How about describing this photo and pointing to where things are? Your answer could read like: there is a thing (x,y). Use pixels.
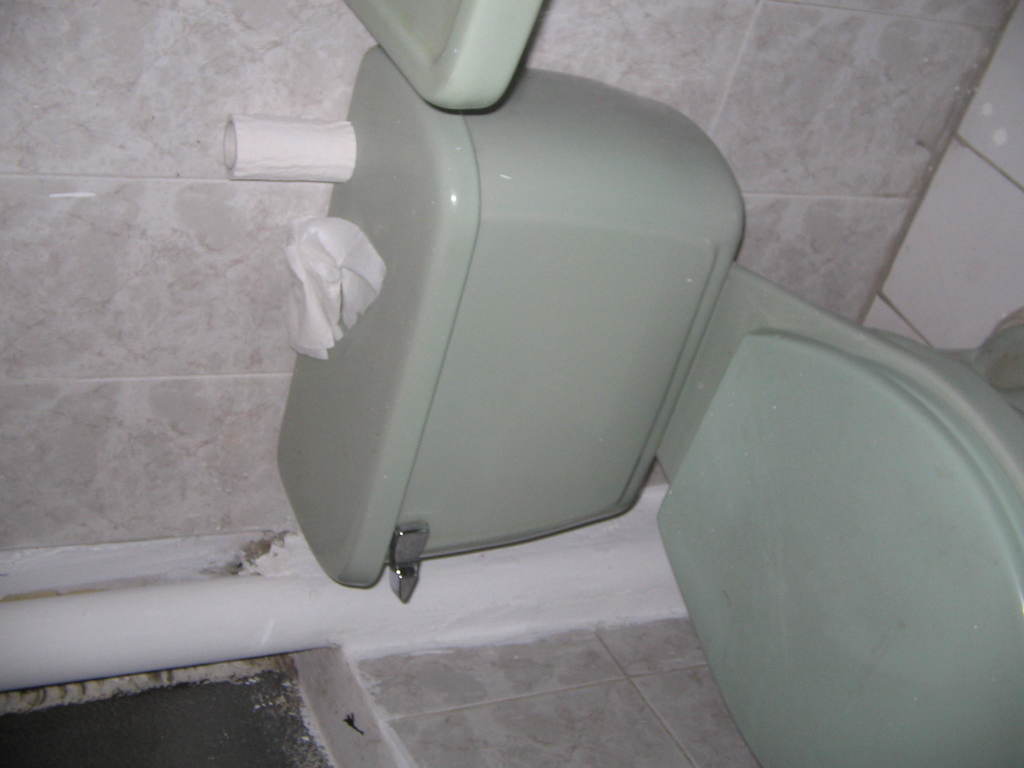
In this image we can see a toilet (689,407). There is a tissue roll (312,170) and a tissue paper (339,269) on the toilet (404,307). There is a pipe (184,632) at the bottom of the image (186,633). We can see the tiles (811,127) in the image.
